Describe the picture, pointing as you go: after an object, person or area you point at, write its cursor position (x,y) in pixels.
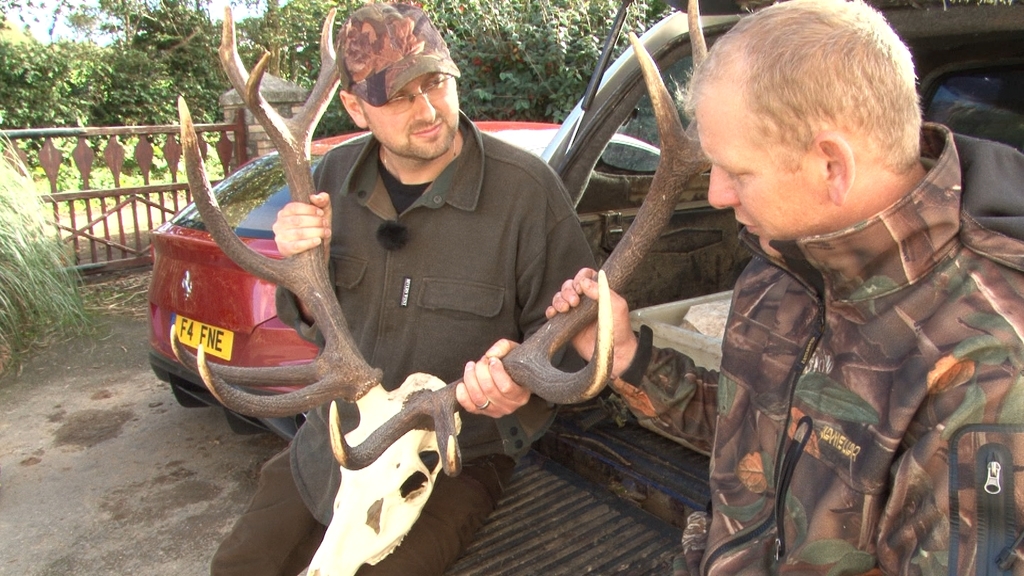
In this image there are two people (560,197) holding the horns (570,383) of a red deer (529,393) in their hands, behind them there are two cars (658,244) parked, in the background of the image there is a metal fence (125,203), on the other side of the metal fence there are trees (194,49).
